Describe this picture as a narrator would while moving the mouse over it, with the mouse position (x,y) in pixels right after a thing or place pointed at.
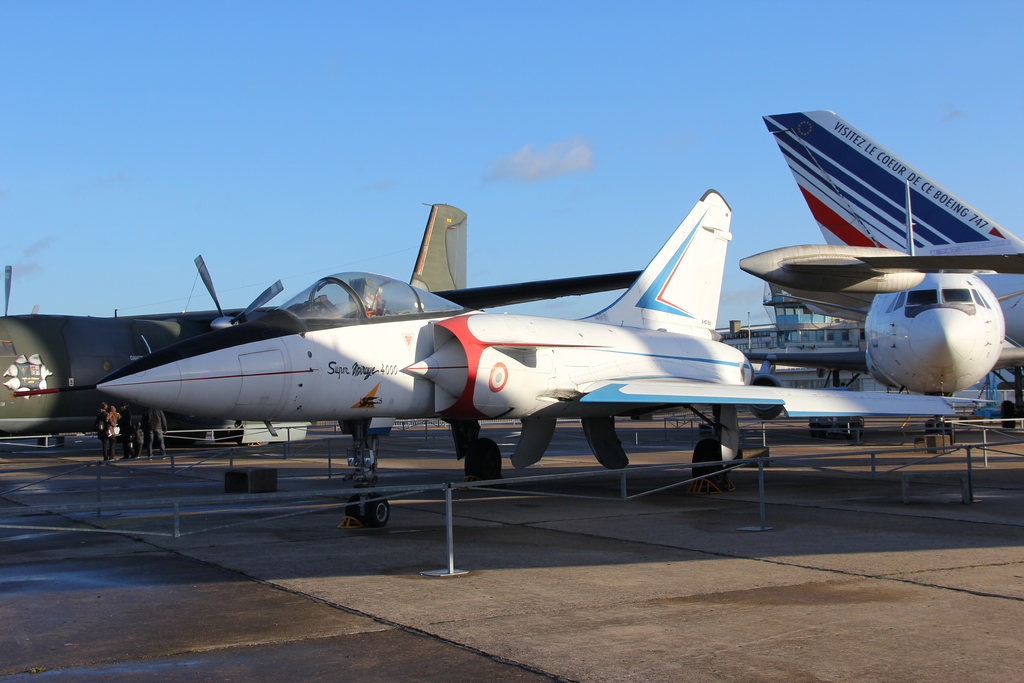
In the picture I can see many airplanes (585,335) here and here I can see these people (103,415) are standing on the left side of the image (103,432). Here I can see stands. In the background (166,143), I can see the building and the blue color of sky (479,136).
